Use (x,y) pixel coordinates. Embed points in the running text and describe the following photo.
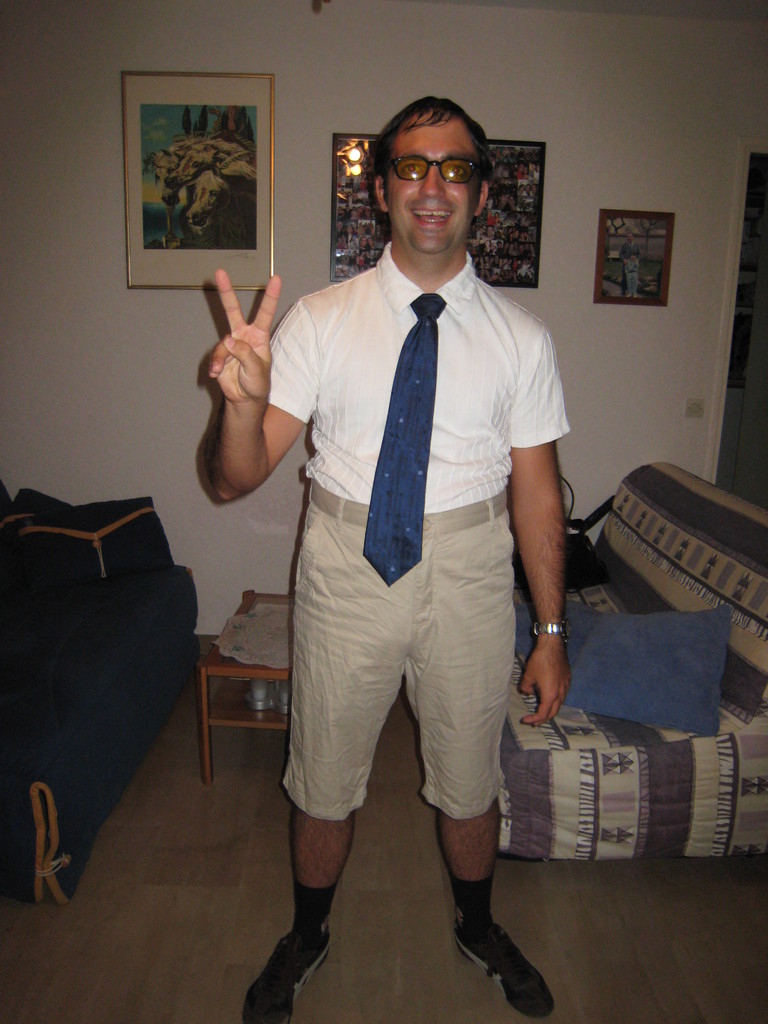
This is the man (346,464) standing. He wore white shirt (342,400), tie (416,405), short (477,660) and shoes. This is a couch (662,552) with a blue color cushion (655,715) on it. I can see a small table (218,660) with an object (262,636) placed on it. These are the frames (360,198) attached to the wall (638,157). This is the floor (614,871).
